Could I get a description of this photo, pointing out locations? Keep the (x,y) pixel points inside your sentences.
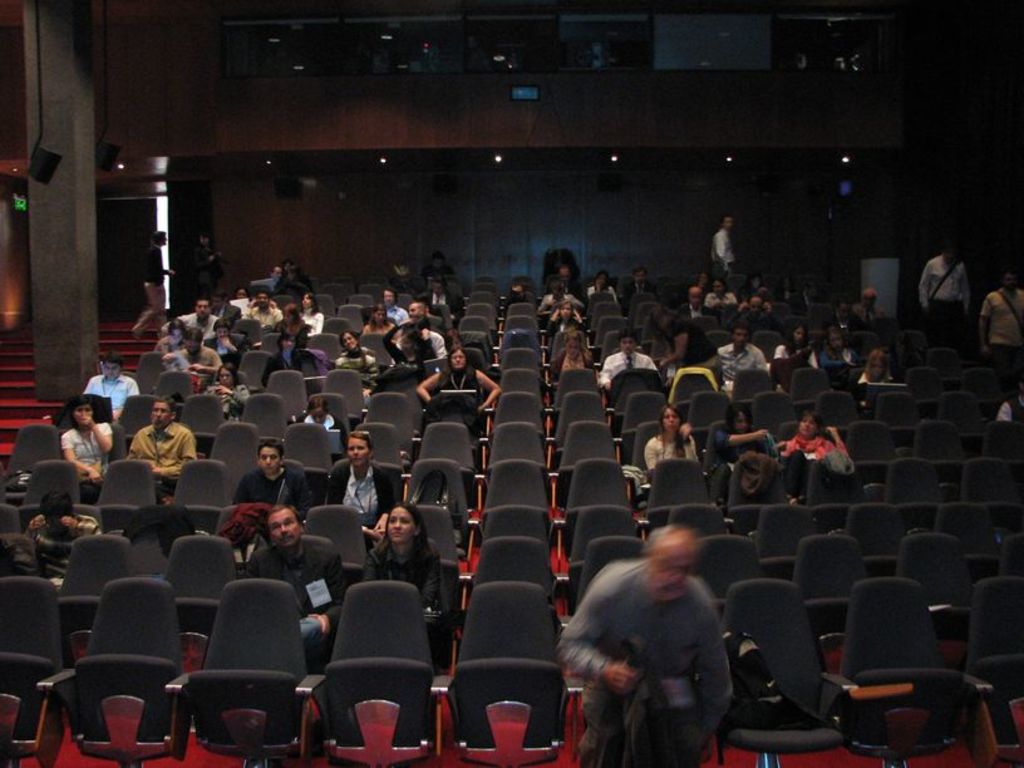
In this image I can see group of people (687,456) sitting and I can see few stairs (58,407). In the background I can see few lights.
